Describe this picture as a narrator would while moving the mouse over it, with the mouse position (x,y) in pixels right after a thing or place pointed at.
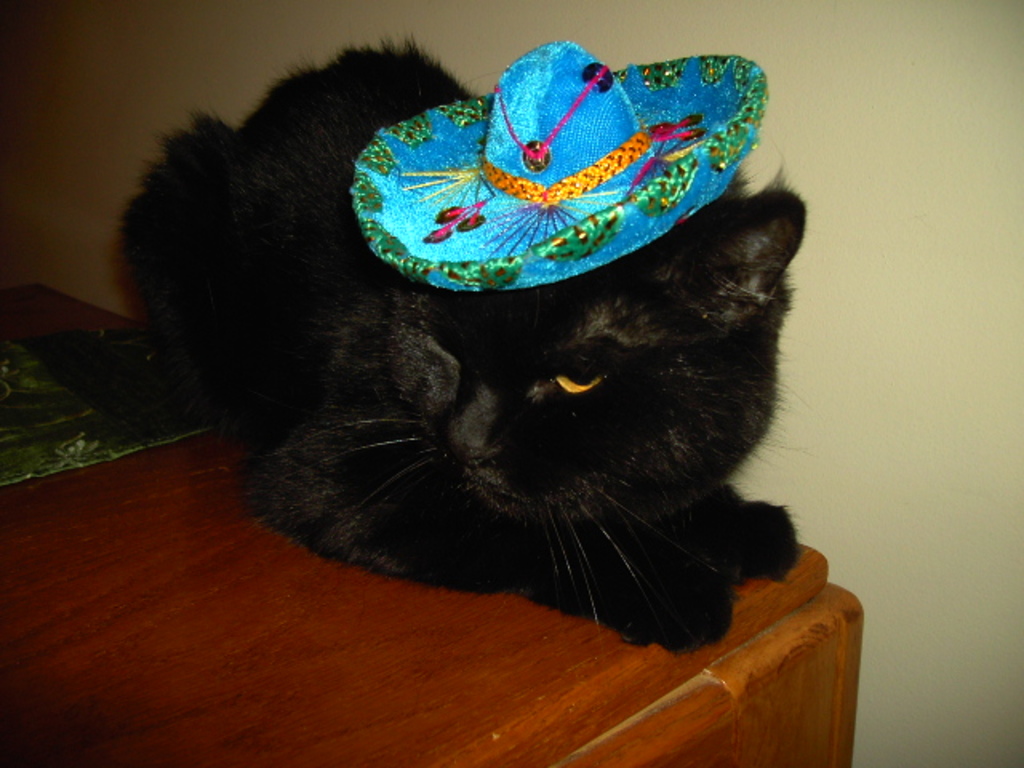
We can see cat (425,567) on the wooden surface (103,598) and wore hat (535,171), beside this cat (493,302) we can see wall (848,270).
